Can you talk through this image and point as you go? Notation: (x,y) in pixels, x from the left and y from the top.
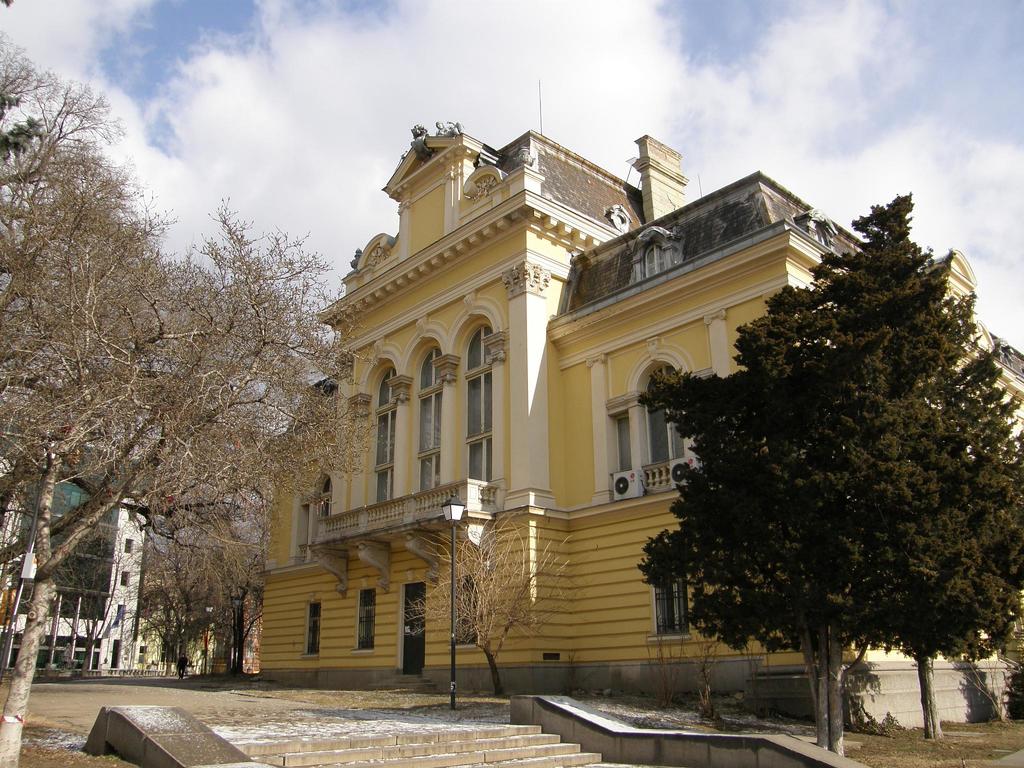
At the bottom of the image (524,757) there are steps (477,757). In the image there are trees (231,606) and there is a pole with lamp (451,507) and building (500,522) with walls (549,267), windows (427,398), pillars (447,441) and two AC (635,494). In the background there are few buildings (79,660). At the top of the image (885,149) there is a sky (387,97) with clouds (252,99).
